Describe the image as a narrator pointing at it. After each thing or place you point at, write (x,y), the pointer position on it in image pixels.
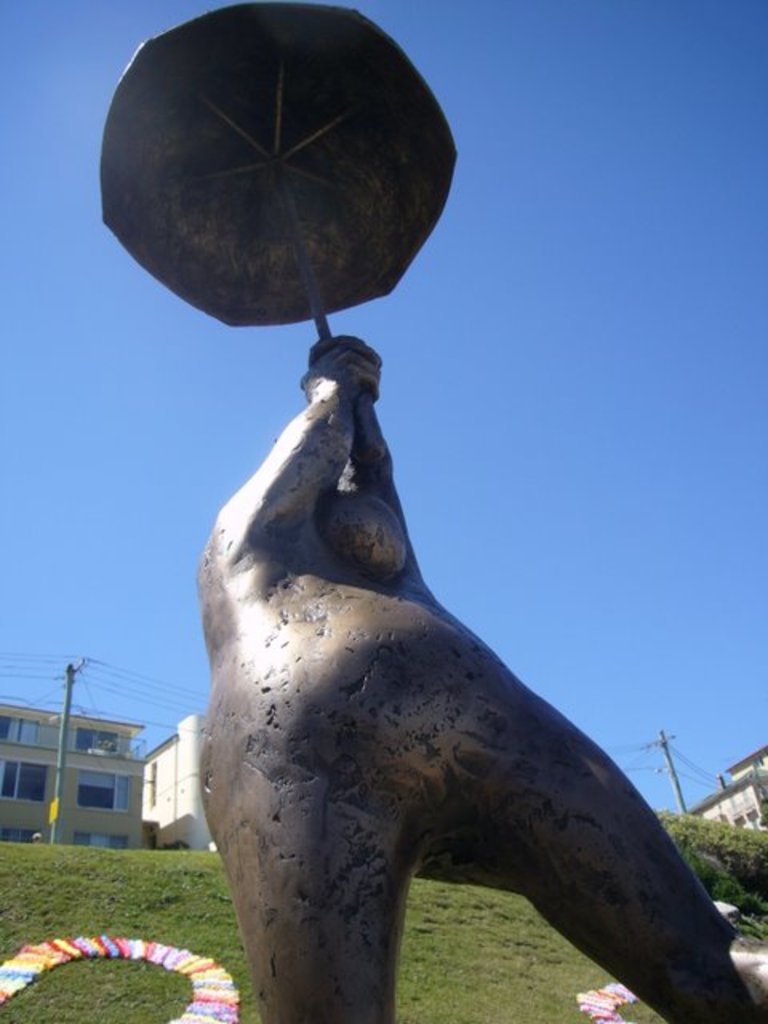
In the middle of this image (397,572), there is a statue (381,620). In the background (13,777), there are buildings (752,791), plants (747,843), there are electric lines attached to the poles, there is grass (206,928) and sky (560,133).
